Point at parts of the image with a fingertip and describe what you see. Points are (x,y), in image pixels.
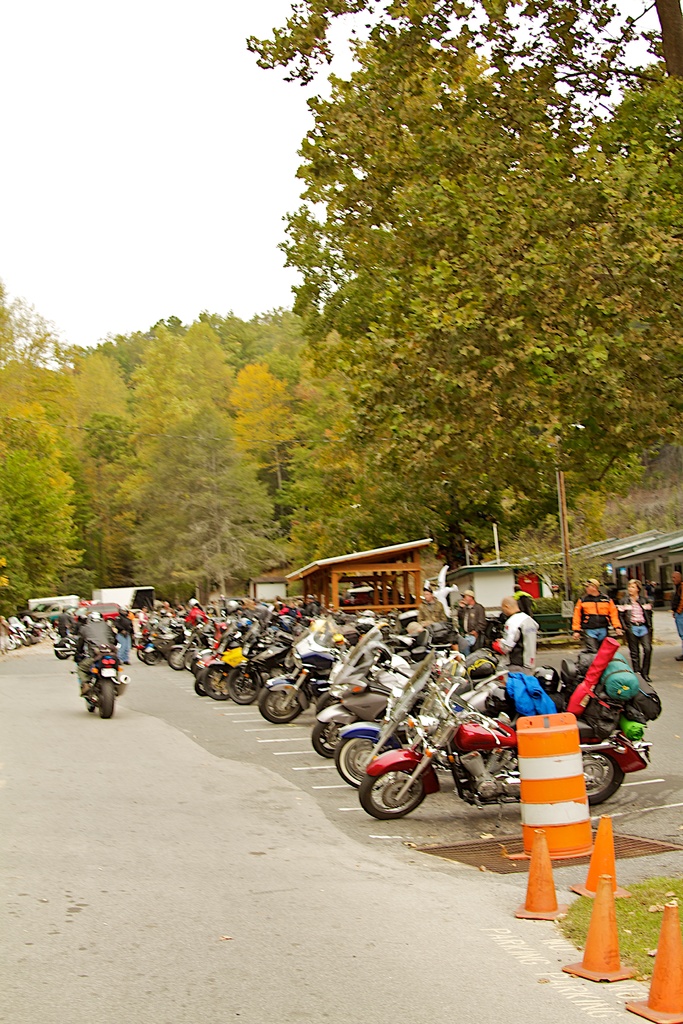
In the foreground of this image (386,954), on the bottom (350,958), there is the road (540,954) and the traffic cones (554,905). In the background (237,603), there are motor bikes (201,624) and a man (101,624) moving on the road (63,697) sitting on a bike (105,698), few shelters (402,570), trees (485,532), persons (676,583) walking and the sky (170,201).
